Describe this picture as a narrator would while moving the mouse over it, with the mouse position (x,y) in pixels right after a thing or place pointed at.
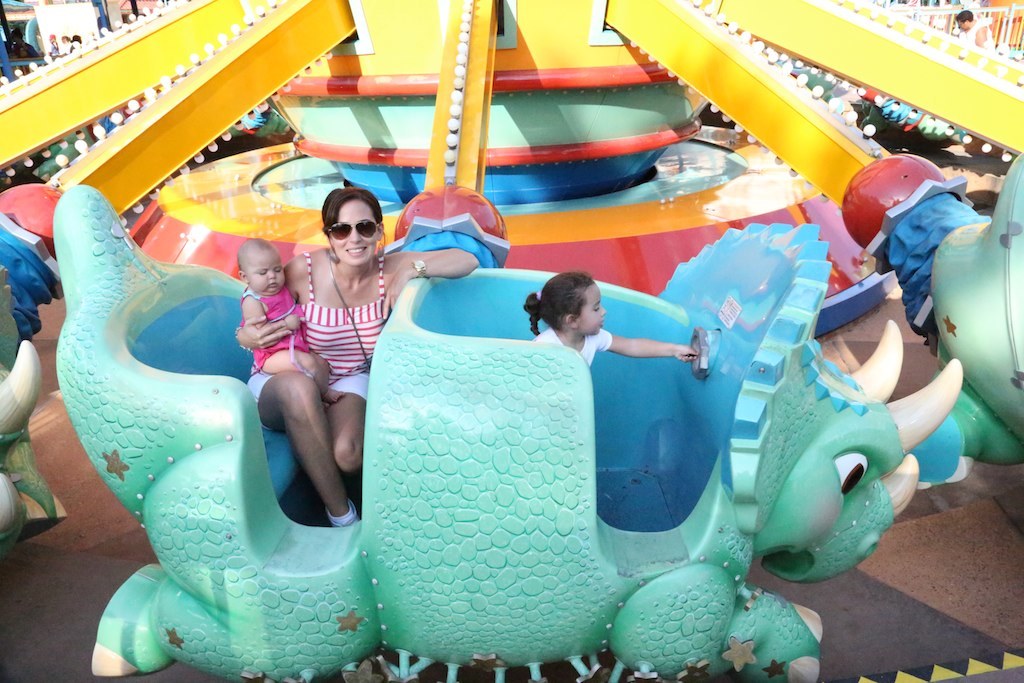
On the left side (312,322), there is a woman (351,259) in pink color t-shirt (348,323), holding a baby (249,287), keeping this baby (256,357) on her lap (297,377), keeping other hand (470,258) on the statue (539,601), smiling and sitting. On the right side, there is a baby (573,345) in white color t-shirt (587,354). In the background (778,100), there are persons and other objects (412,6).
